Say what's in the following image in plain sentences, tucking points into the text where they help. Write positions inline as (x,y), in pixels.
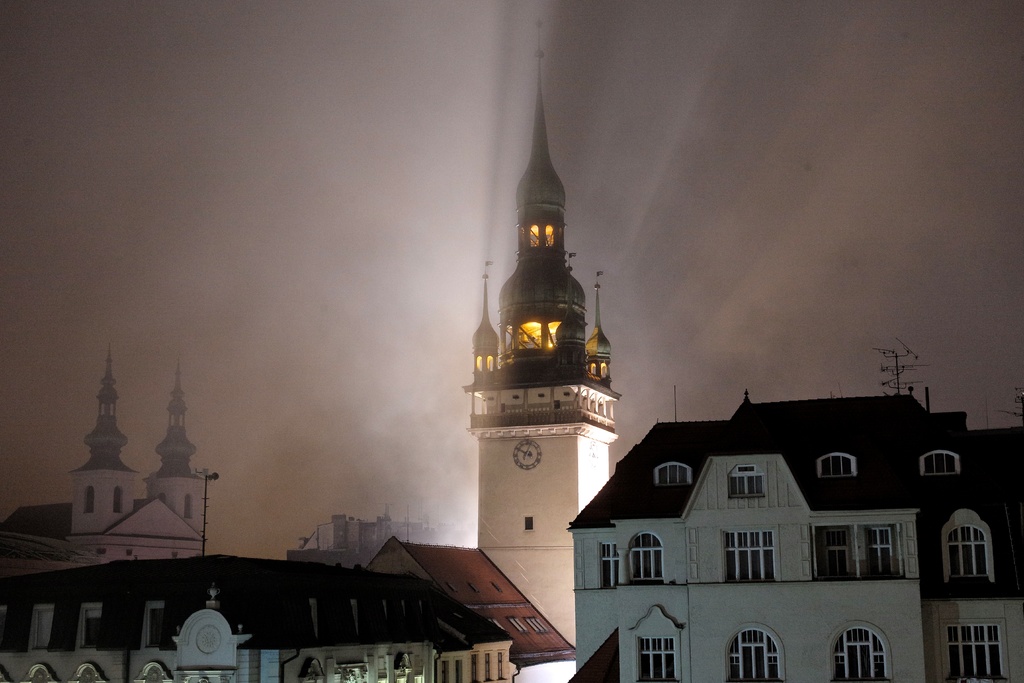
In this image I can see few buildings (184,499). In front I can see the clock (517,462) attached to the building (478,438) and the sky (692,184) is in white and gray color.
